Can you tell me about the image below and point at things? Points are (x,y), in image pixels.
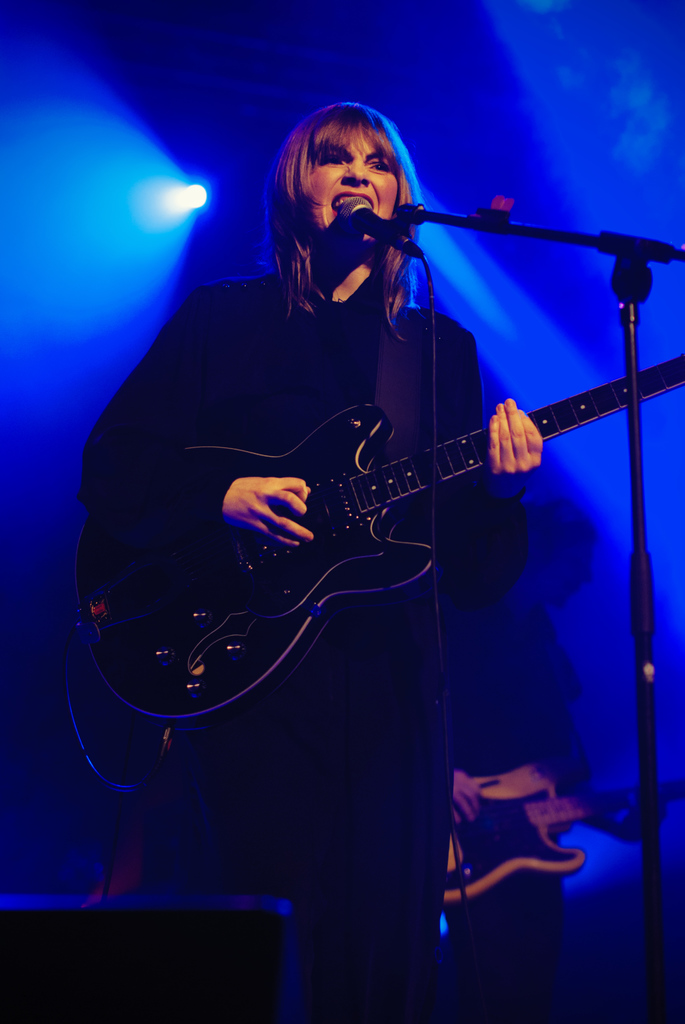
In this image, In the middle (381,671) there is a woman (385,664) standing and holding a music instrument (250,627) which is in black color and she is singing in microphone (378,235) which is in black color, In the background (125,160) there is a blue color lights (172,168).
